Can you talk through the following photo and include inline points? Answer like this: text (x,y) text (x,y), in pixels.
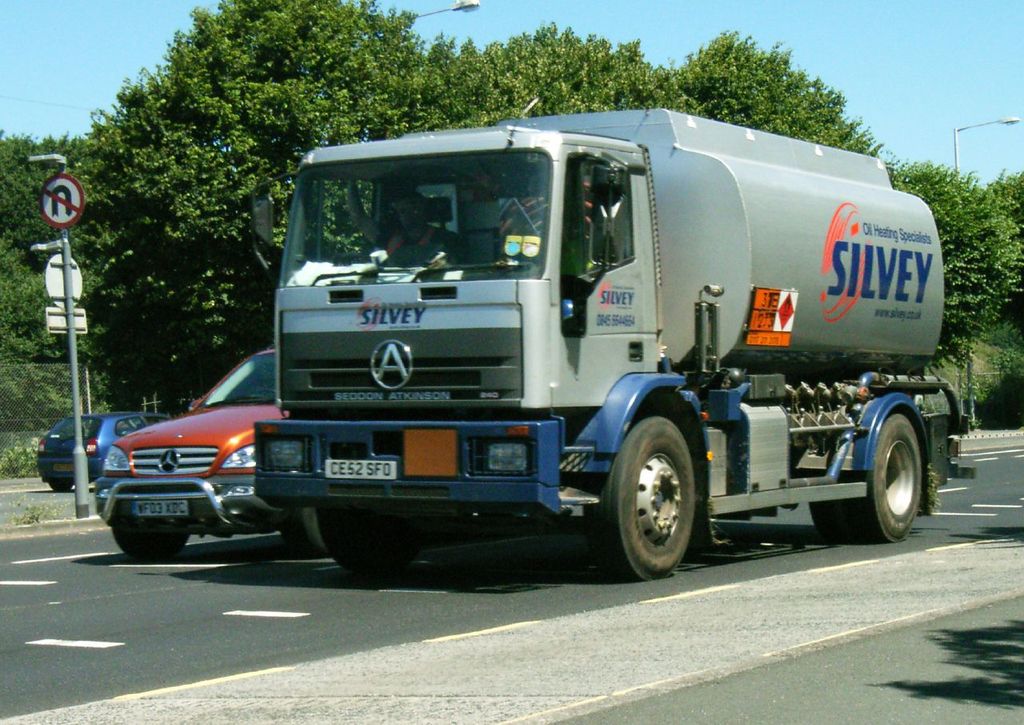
At the top (919,47) we can see a clear blue sky (16,50). This is a light (474,3). These are trees (249,156). Here on a pole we can see a sign board (66,205) of ¨no u turn¨. On the road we can see vehicles (484,339). Inside this we can see a man (396,217) sitting.
